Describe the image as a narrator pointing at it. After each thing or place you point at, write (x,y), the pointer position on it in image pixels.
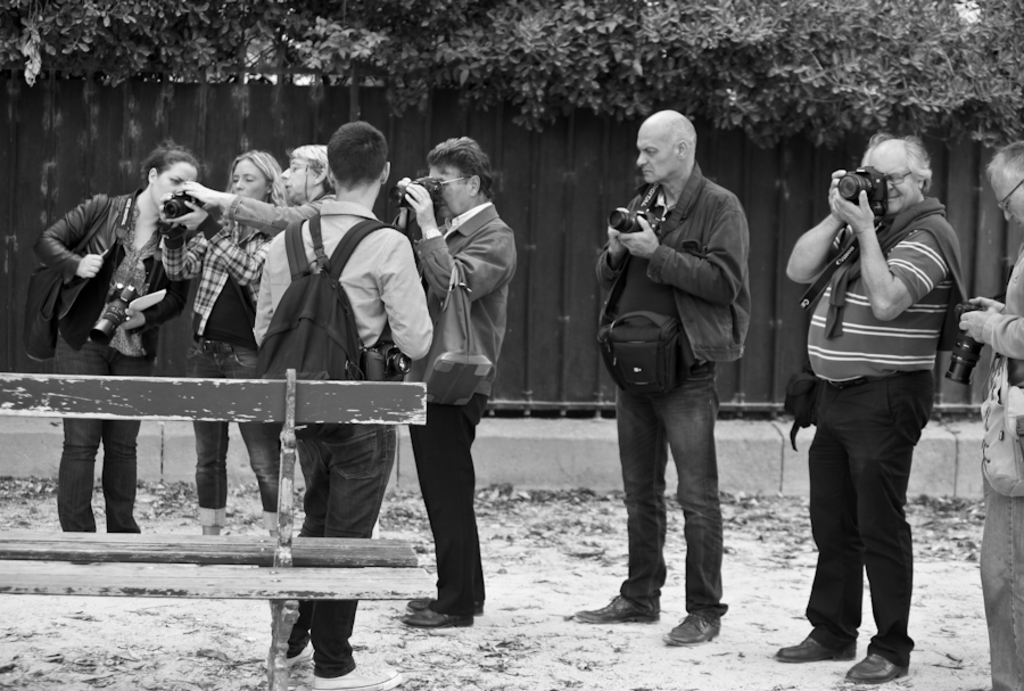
In this image we can see black and white picture of a group of people (264,294) holding cameras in their hands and carrying bags (1016,449) are standing on the ground (383,639). In the background of the image (164,110) we can see a fence (87,110) and a group of trees (996,93).
